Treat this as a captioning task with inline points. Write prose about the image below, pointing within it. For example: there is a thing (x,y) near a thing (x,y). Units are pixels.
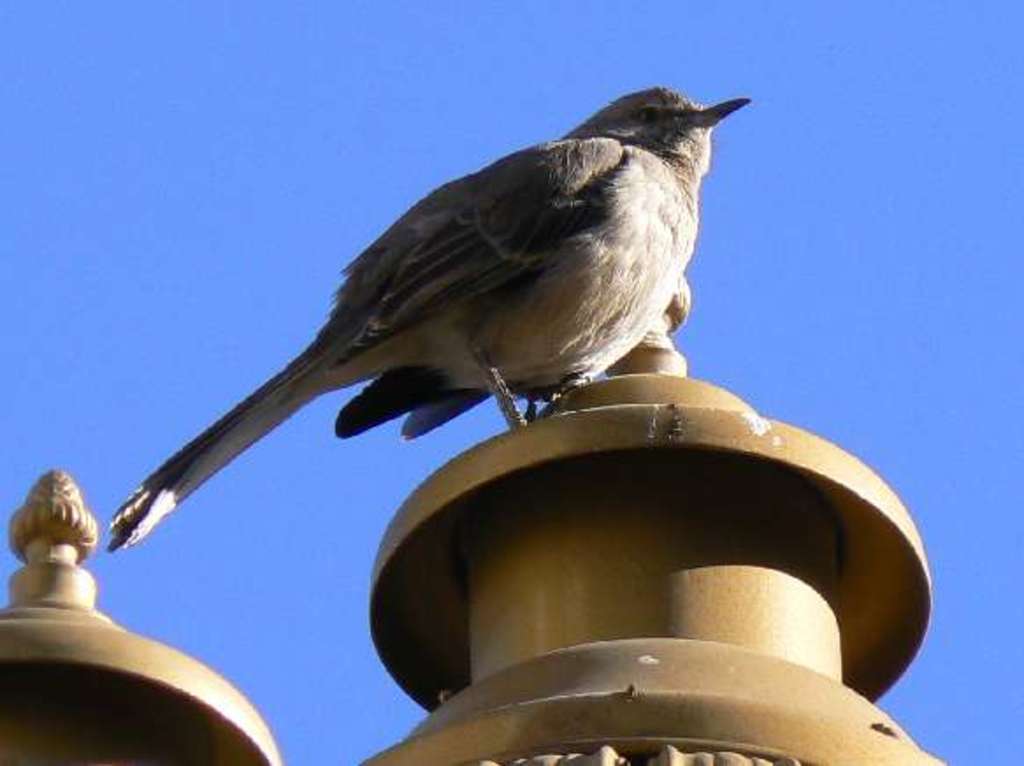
At the bottom of the image (587,527) there are some poles (566,534), on the poles (546,534) there is a bird (155,473). Behind the bird (588,164) there is sky (67,6).
